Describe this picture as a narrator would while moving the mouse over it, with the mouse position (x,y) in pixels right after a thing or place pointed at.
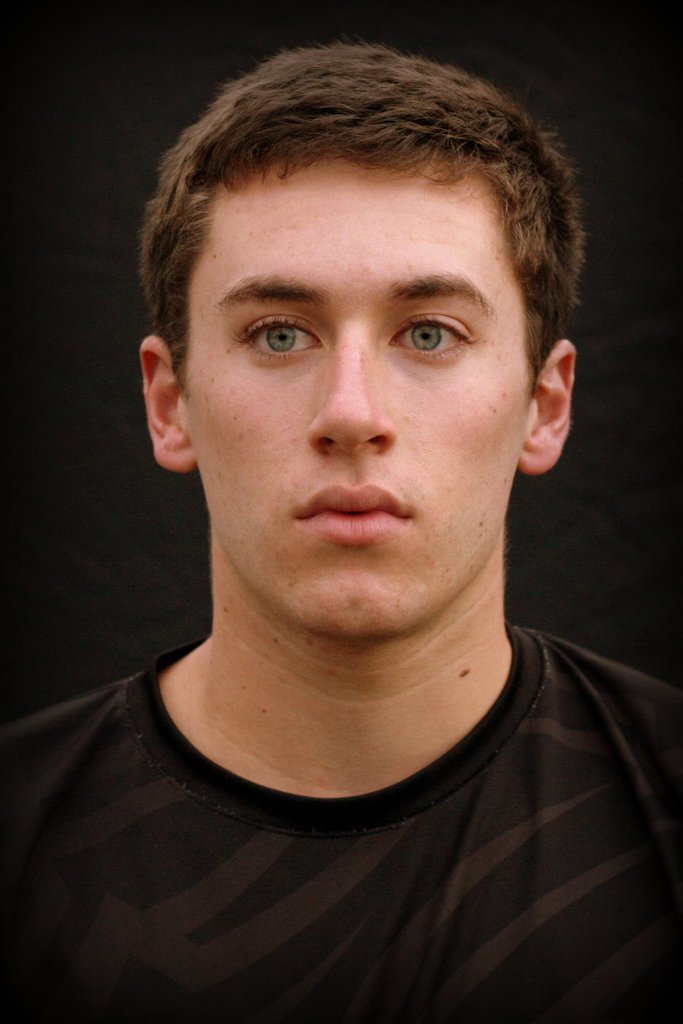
In this picture, we see the man (379,659) is wearing a black color T-shirt (332,827). In the background (110,258), it is black in color.
